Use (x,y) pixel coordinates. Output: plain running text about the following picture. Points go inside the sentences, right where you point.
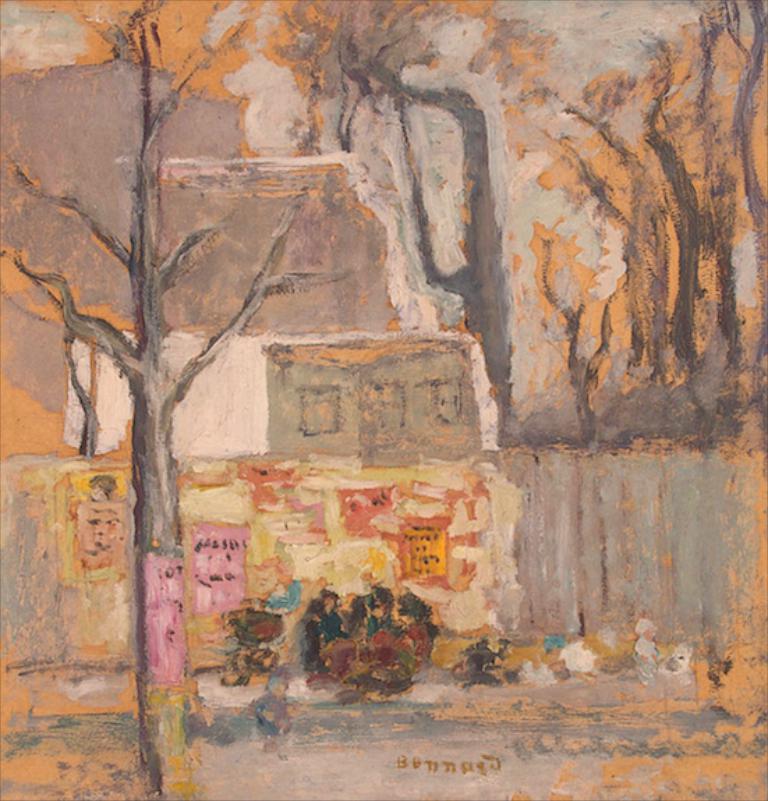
In this picture, we see the painting (353,343) of the tree (175,394) and the wall (392,513).
